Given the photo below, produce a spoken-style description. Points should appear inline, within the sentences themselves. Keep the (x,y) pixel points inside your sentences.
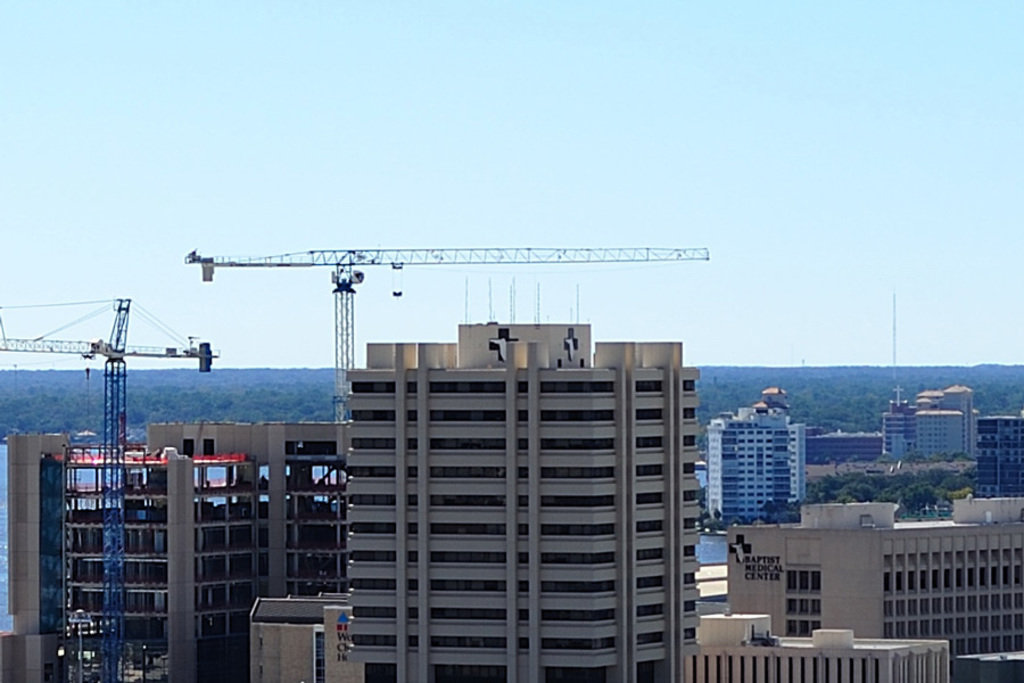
In this image, there is an outside view. In the foreground (483,428), there are some buildings (321,649). There are cranes (339,317) on the left side of the image (112,384). In the background (382,185), there is a sky (523,157).
